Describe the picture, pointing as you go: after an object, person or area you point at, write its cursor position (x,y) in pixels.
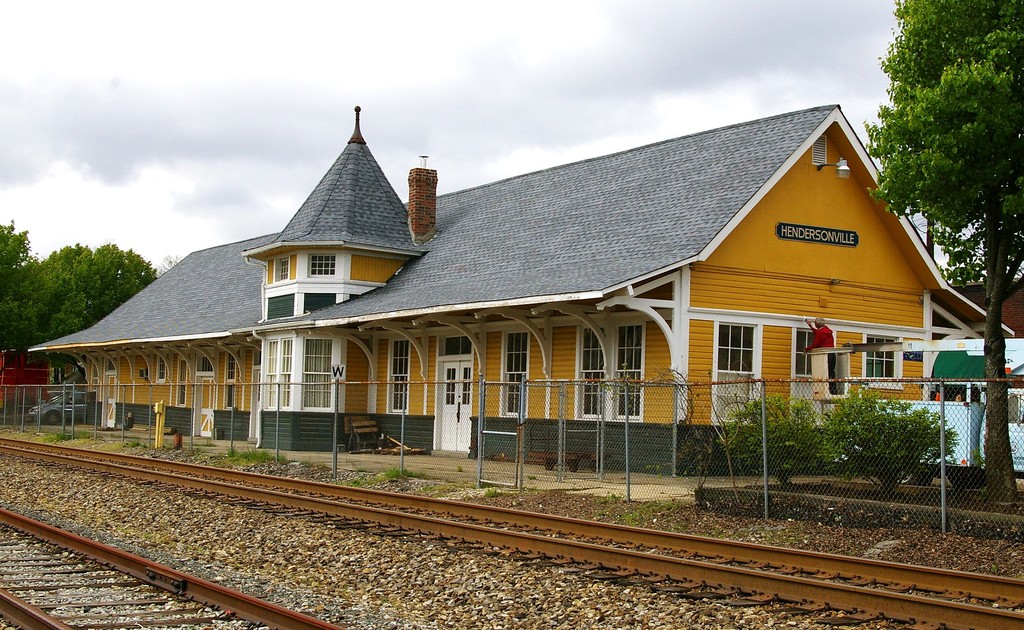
In the middle of the image (439,299) we can see a house (693,285) and a person (821,318) is standing and a mesh (564,435) are there. On the right side of the image (962,410) we can see a truck (964,430) and some plants (835,459) are there. On the left side of the image (79,331) we can see a car (54,415) and trees (81,301) are present. At the top of the image (196,58) clouds (230,61) are present in the sky (289,195). At the bottom of the image (400,577) we can see railway track (425,495), grass (401,476) and ground (33,508) are present.
